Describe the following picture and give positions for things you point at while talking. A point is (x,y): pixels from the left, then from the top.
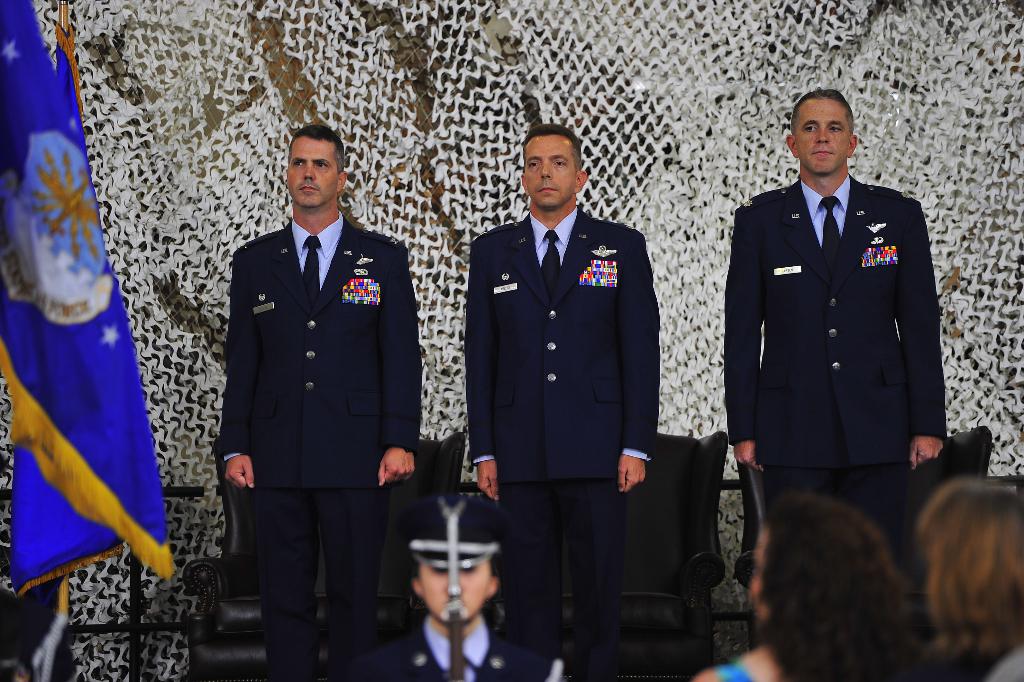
In this image I can see three persons (248,307) standing, they are wearing blue color uniform (341,364). Background I can see a flag (92,350) in blue color.
